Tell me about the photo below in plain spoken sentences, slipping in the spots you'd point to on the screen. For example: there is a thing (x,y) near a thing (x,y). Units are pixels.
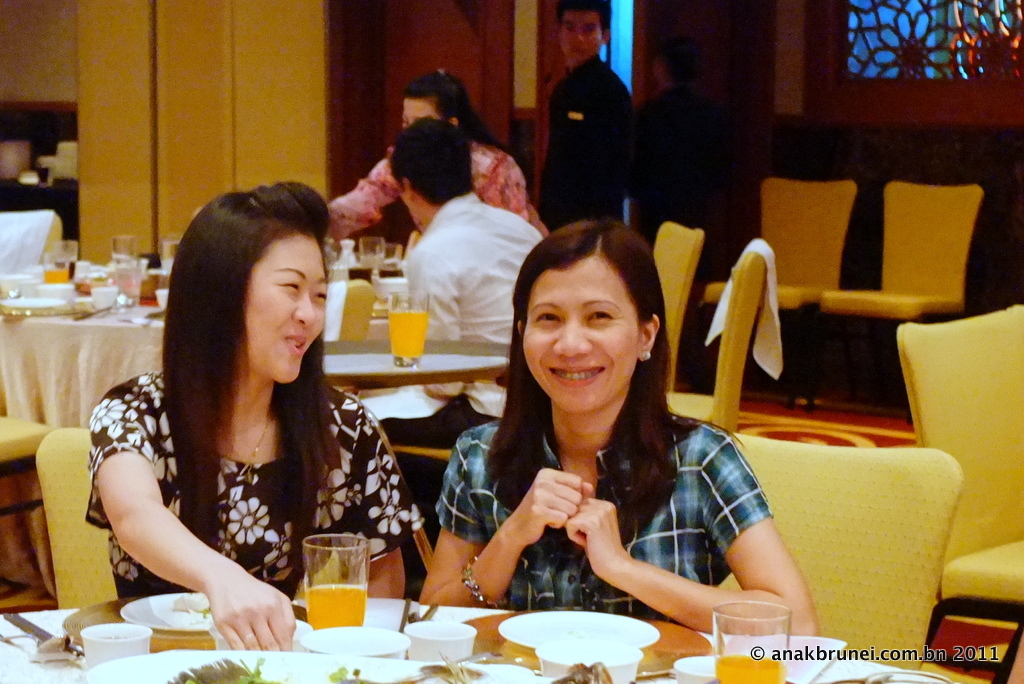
In this image I can see number of people (768,533) are sitting on chairs (792,493). Here on this table (69,607) I can see few plates (354,650) and few glasses (317,569). I can also see smile on few faces (576,407).
